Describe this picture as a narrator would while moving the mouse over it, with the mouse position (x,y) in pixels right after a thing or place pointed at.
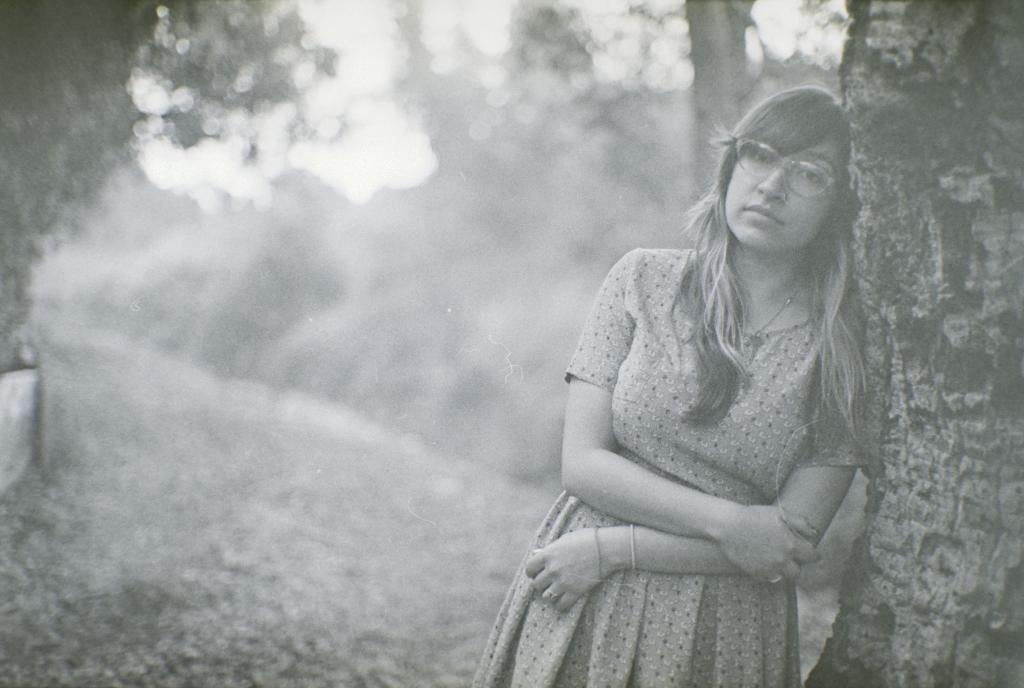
This is a black and white image. In this image we can see a woman (725,383) standing on the ground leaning to the tree (922,130). In the background (439,121) there are trees (271,215) and sky (242,161).
